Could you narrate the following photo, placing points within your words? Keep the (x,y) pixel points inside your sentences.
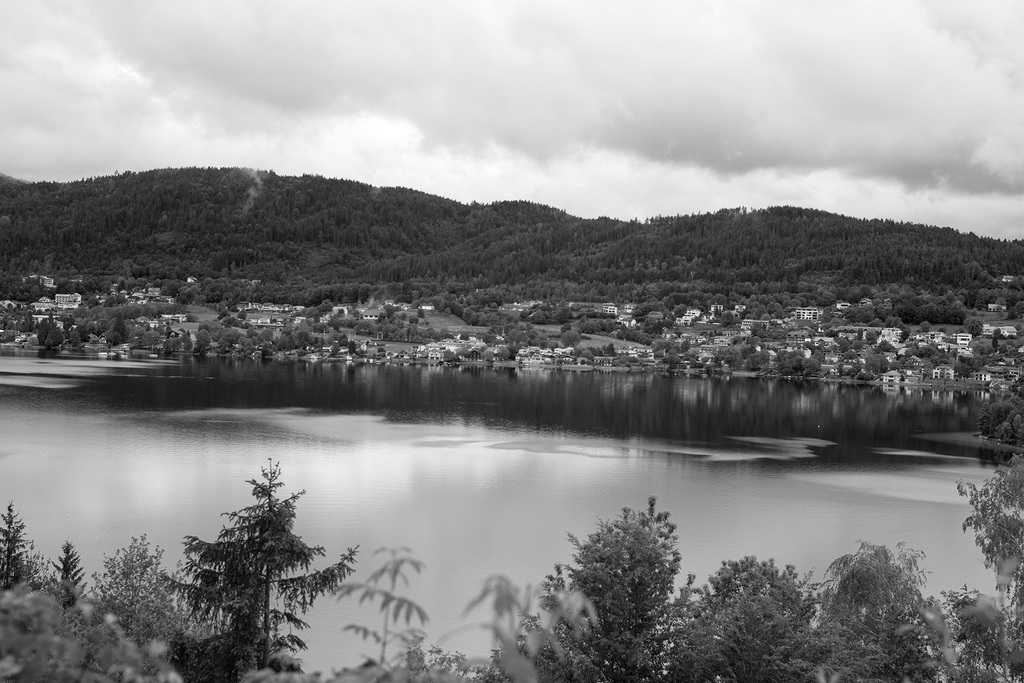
In this picture we can see few trees (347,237), water (496,415), buildings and hills (577,299), in the background (483,89) we can find clouds (395,166) and it is a black and white photography.
